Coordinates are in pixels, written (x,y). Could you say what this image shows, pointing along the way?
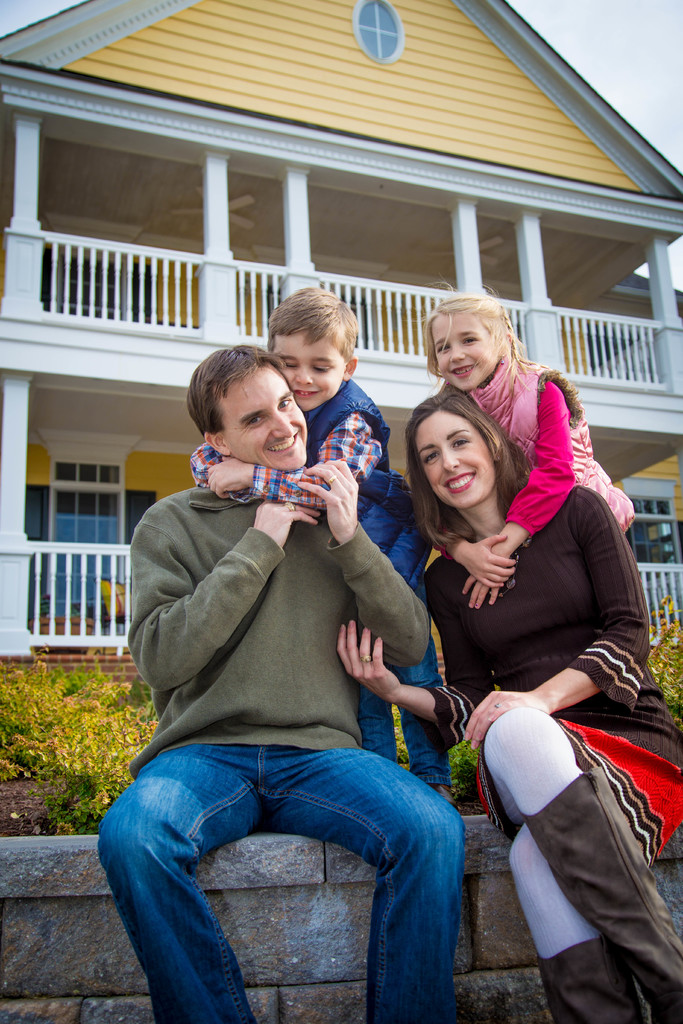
As we can see in the image in the front (420,926) there are group of people (405,959). There is grass (83,688), fence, house (140,479) and there is a sky (652,59).
